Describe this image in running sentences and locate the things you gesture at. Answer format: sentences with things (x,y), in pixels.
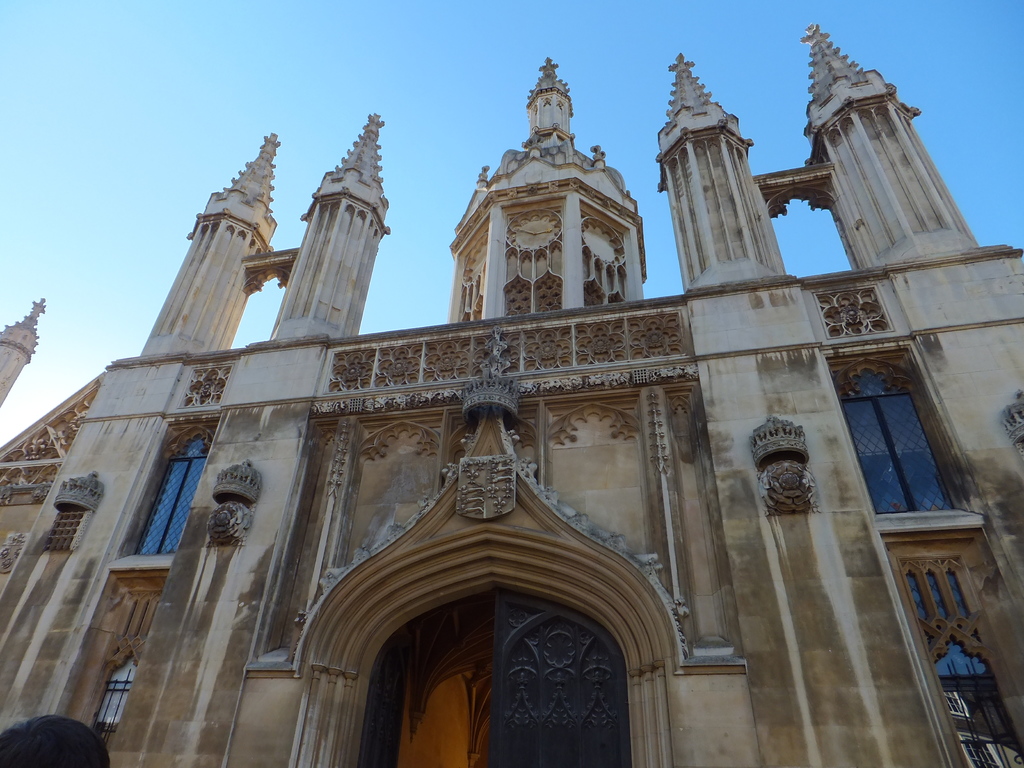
In this picture there is a church (198,423). At the bottom (598,741) there is a wooden door (570,674). On the right (975,690) and left side (191,495) i can see the windows (188,509). In the bottom left corner (13,759) i can see the person's head (62,766). At the top of the church (552,82) there is a cross mark (544,68). At the top (259,50) there is a sky (288,52).
